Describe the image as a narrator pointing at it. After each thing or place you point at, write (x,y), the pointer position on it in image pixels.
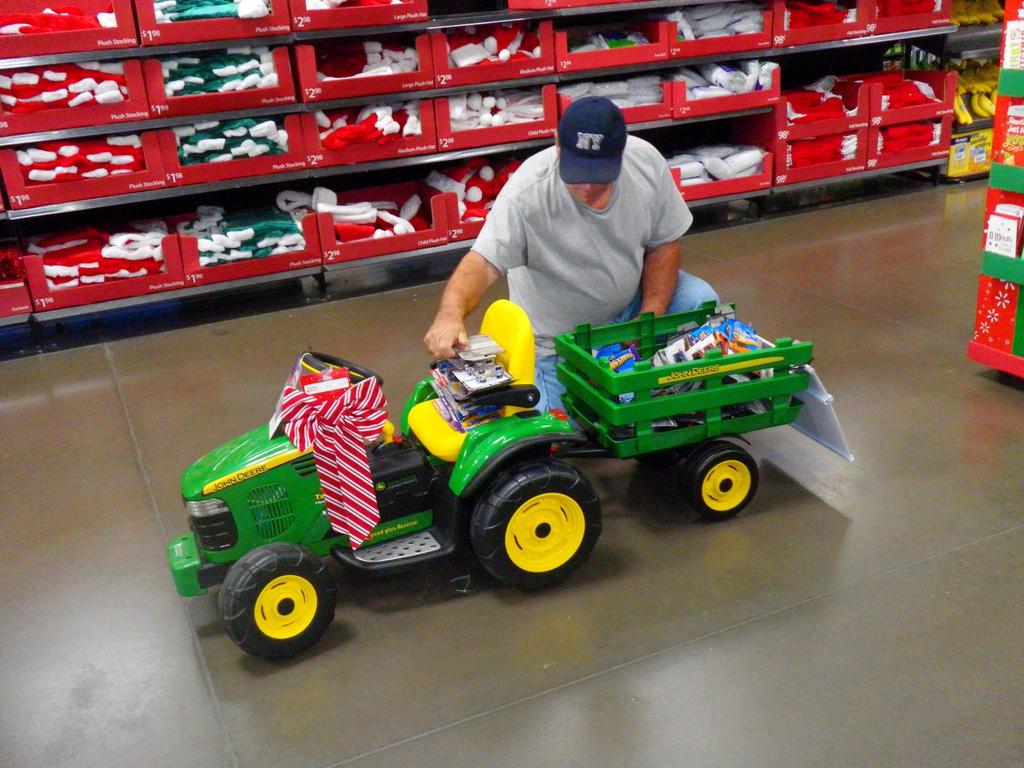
In this image there is a person (574,230) kneel down in front of a toy car (290,471) with some objects (469,370) in it, behind the person (569,110) there are aisles (655,67) filled with objects (636,102) in cardboard boxes (829,36).
